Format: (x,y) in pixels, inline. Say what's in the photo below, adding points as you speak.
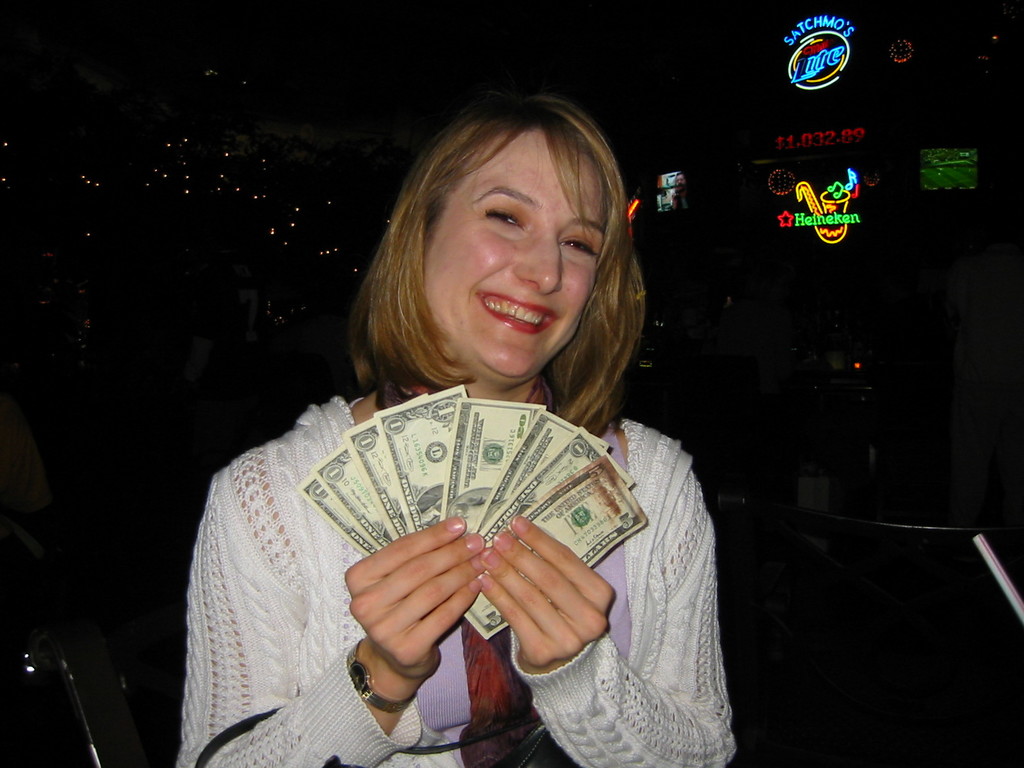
In this picture there is a lady (492,369) in the center of the image (492,369), by holding currency notes (470,496) in her hands (528,523) and there are posters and lights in the background area of the image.
